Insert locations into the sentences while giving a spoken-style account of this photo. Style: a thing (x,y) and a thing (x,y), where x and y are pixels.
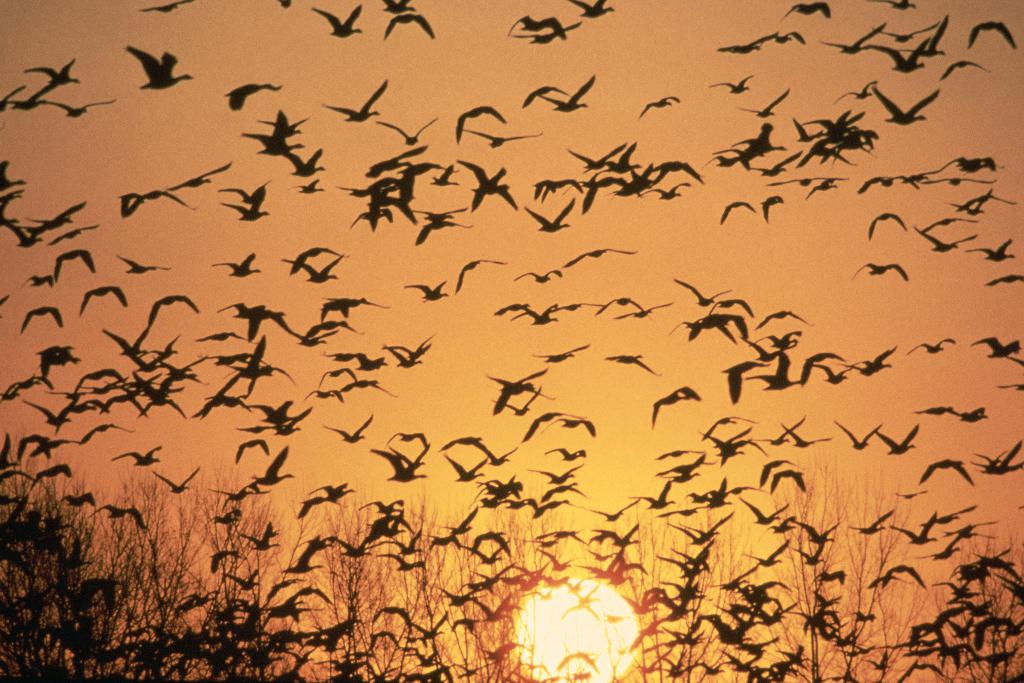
This image consists of many birds (422,566) flying in the air (967,376). At the bottom (406,623), there are plants (51,613). In the middle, we can see the sun (573,645). At the top (287,208), there is sky (147,307).
